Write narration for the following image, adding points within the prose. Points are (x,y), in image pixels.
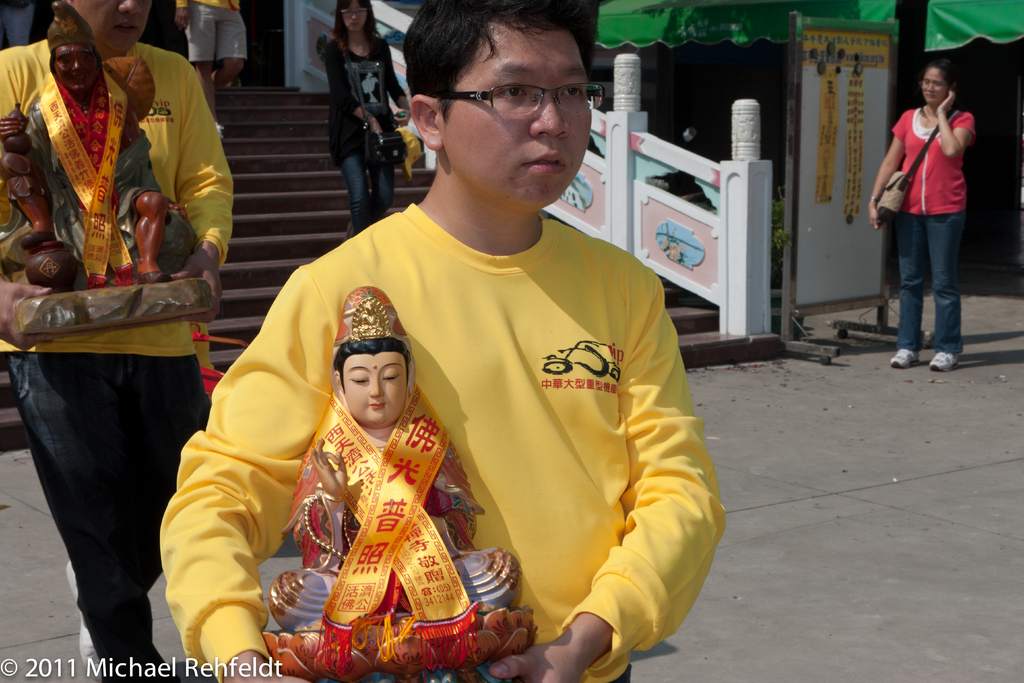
In the picture we can see a man (533,603) standing on the path (991,577) and holding an idol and he is in the yellow shirt (261,397) and behind him we can see another person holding an idol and walking and behind them, we can see the steps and railing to it and on the steps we can see a woman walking and another woman (918,304) standing near the railing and talking in mobile phone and wearing a hand bag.
